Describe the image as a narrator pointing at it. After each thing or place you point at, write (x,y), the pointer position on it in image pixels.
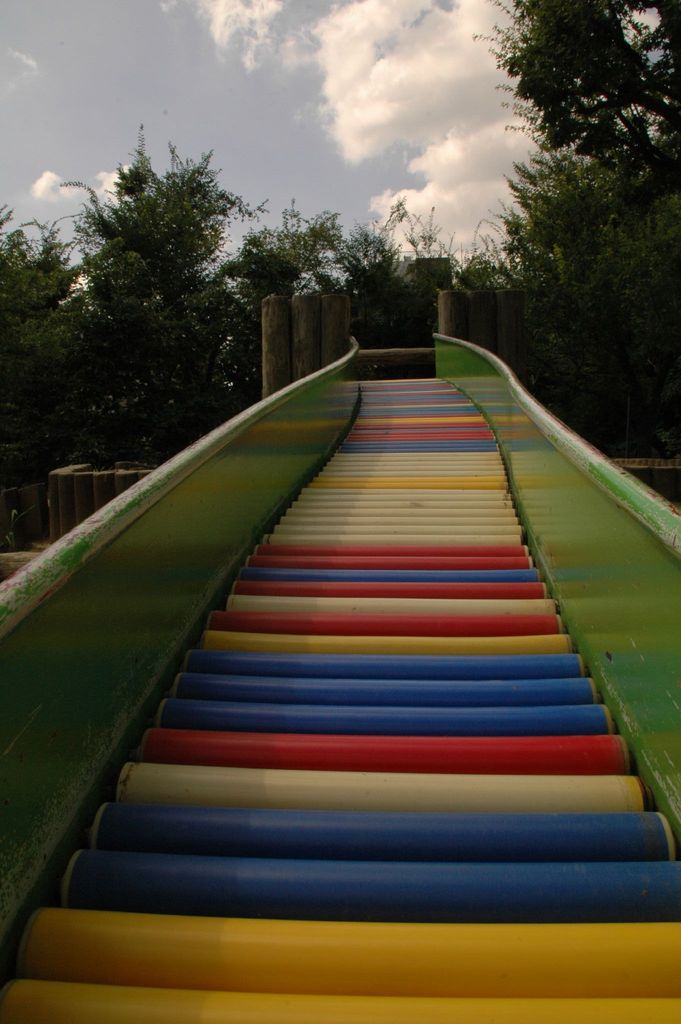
In the center of the image (352,490) we can see roller slide (480,739). In the background (536,201) we can see trees (267,249), sky (207,119) and clouds (393,103).
